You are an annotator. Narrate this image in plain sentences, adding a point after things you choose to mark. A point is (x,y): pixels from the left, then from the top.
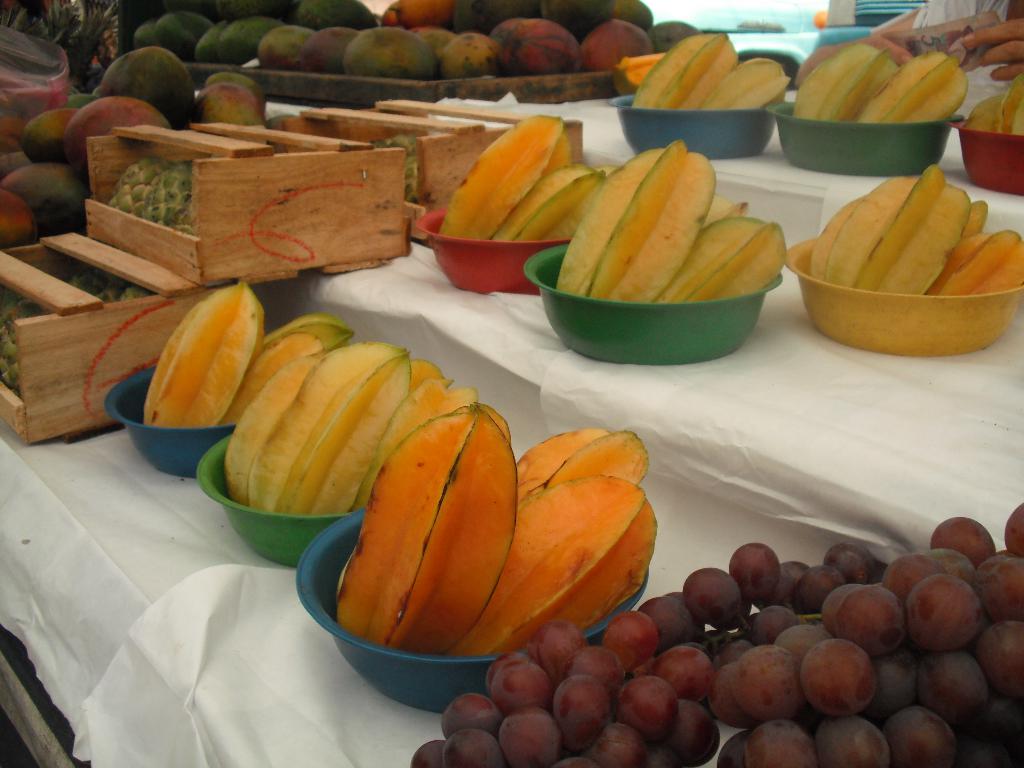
Here I can see few boxes (43,345) and bowls (499,272) which consists of fruits (565,54). These are placed on a white color cloth (107,608).
